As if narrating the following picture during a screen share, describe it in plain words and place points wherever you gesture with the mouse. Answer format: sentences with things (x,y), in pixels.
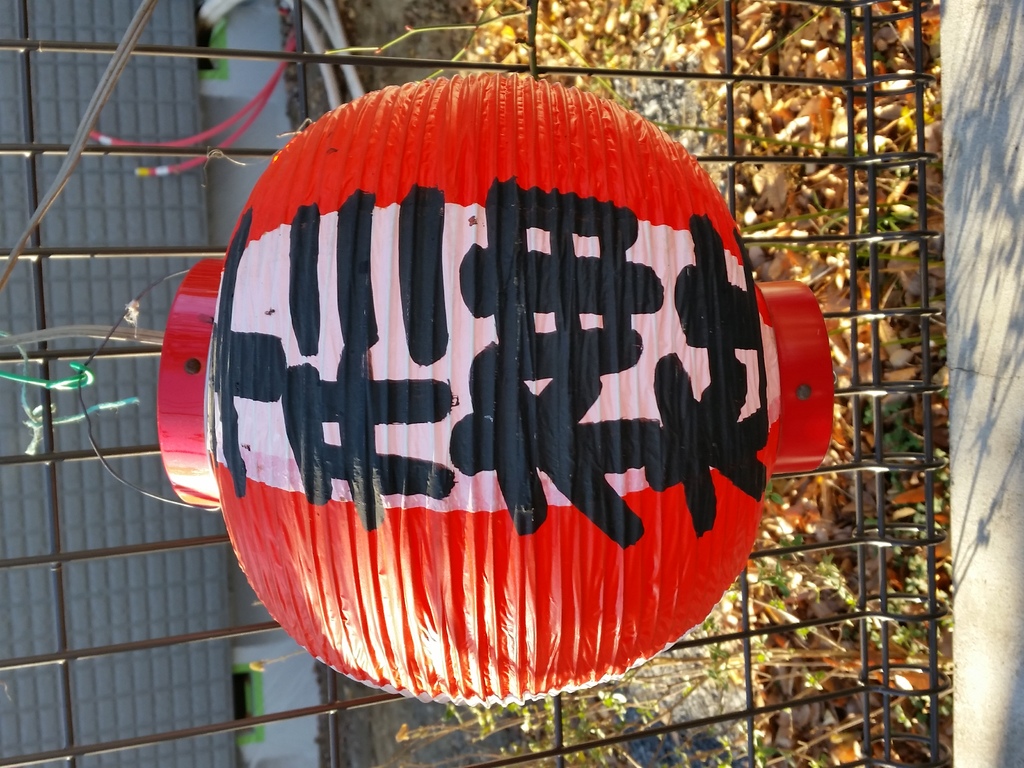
In this picture I can see a Chinese lantern (251,347) in front (466,218) and I see something is written on it. In the background (759,19) I can see the leaves (582,723) and the iron bars (182,634).
